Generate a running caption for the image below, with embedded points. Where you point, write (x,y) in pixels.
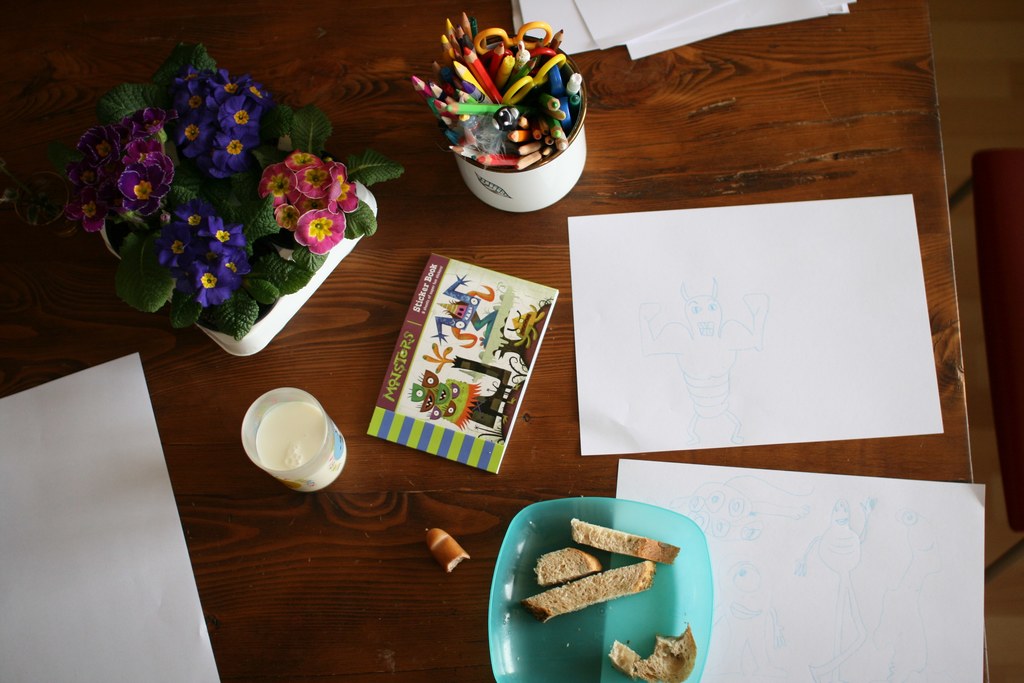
In this image there is a table (710,45), on that table (713,61) there are papers (781,292), cups (511,77) in that cups (473,111) there are pencils (459,108) and a flower vase (327,136), a plate (574,624) in that plate (667,609) there is a food item (576,605) and a glass (295,462) with milk (294,450).
